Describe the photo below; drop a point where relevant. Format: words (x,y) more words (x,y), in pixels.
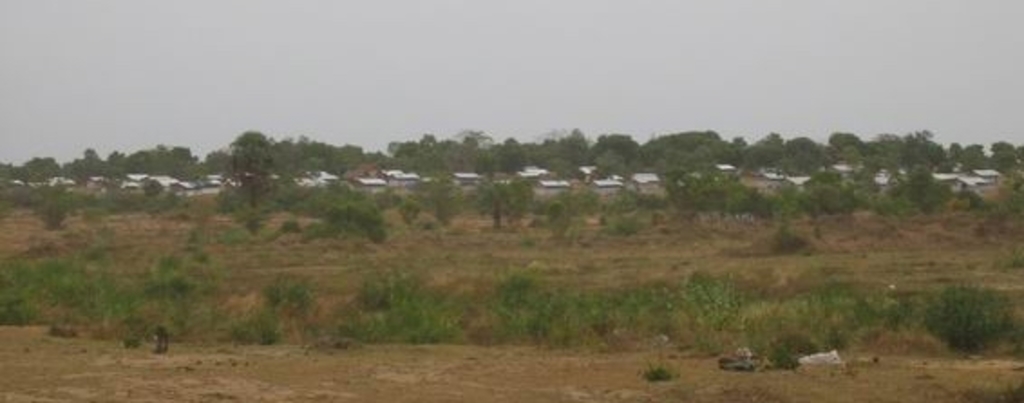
In the image there is a land (531,212) covered with some dry grass (372,264) and plants (60,264), behind the land (138,213) there are few houses (639,188) and around the houses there are many trees (656,146).
